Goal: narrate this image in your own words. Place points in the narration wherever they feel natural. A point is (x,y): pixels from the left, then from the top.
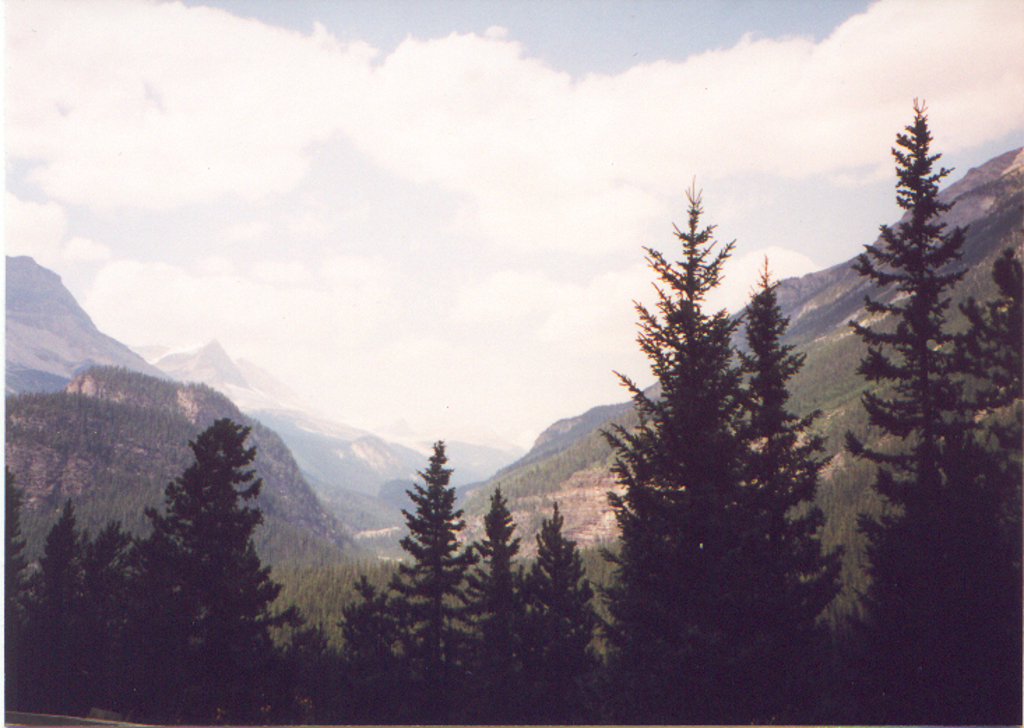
This is an outside view. At the bottom (347,683) there are trees (480,654). In the background (194,412), I can see the mountains (173,357). At the top of the image (476,125) I can see the sky (632,25) and clouds (374,165).
